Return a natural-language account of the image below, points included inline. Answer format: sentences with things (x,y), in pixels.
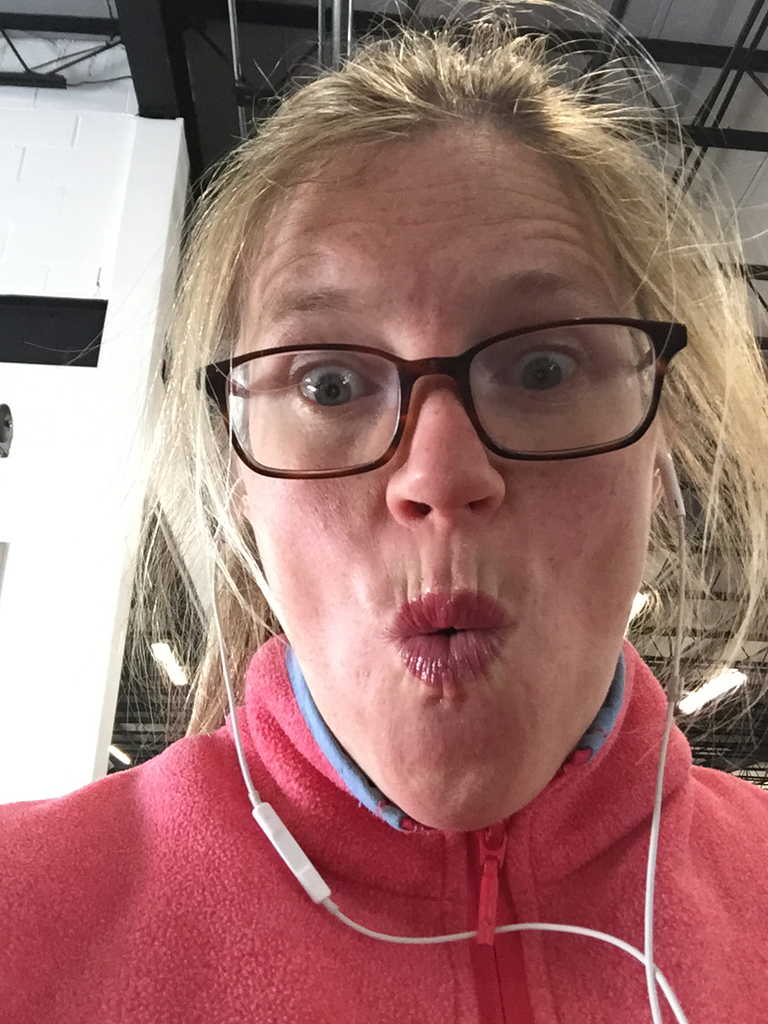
In this image we can see a woman (497,562) wearing spectacles (266,362).
